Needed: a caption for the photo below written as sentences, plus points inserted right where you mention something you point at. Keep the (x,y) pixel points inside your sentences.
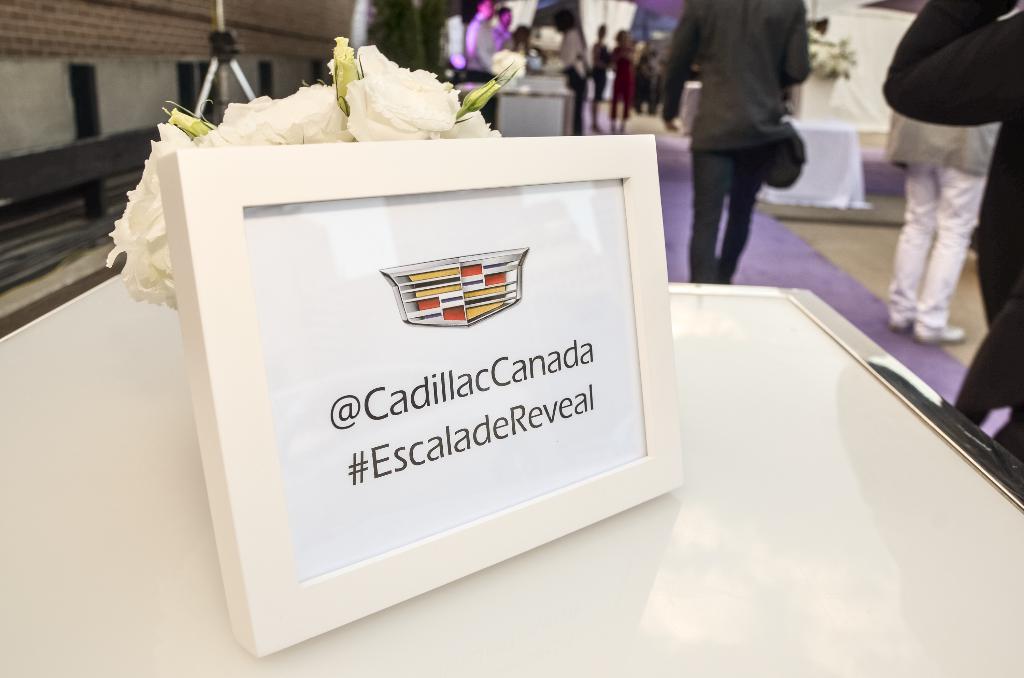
In this image in the front (470,425) there is a frame (403,348) with some text (500,382) written on it. In the center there are objects (309,125) which are white in colour and there are persons (937,153) standing and walking. In the background (530,34) there are plants (436,34) and there are persons (612,59) and there are curtains (861,30) which are white in colour and there are tables (813,128), on the table (826,129) there is a flower vase (829,81).
